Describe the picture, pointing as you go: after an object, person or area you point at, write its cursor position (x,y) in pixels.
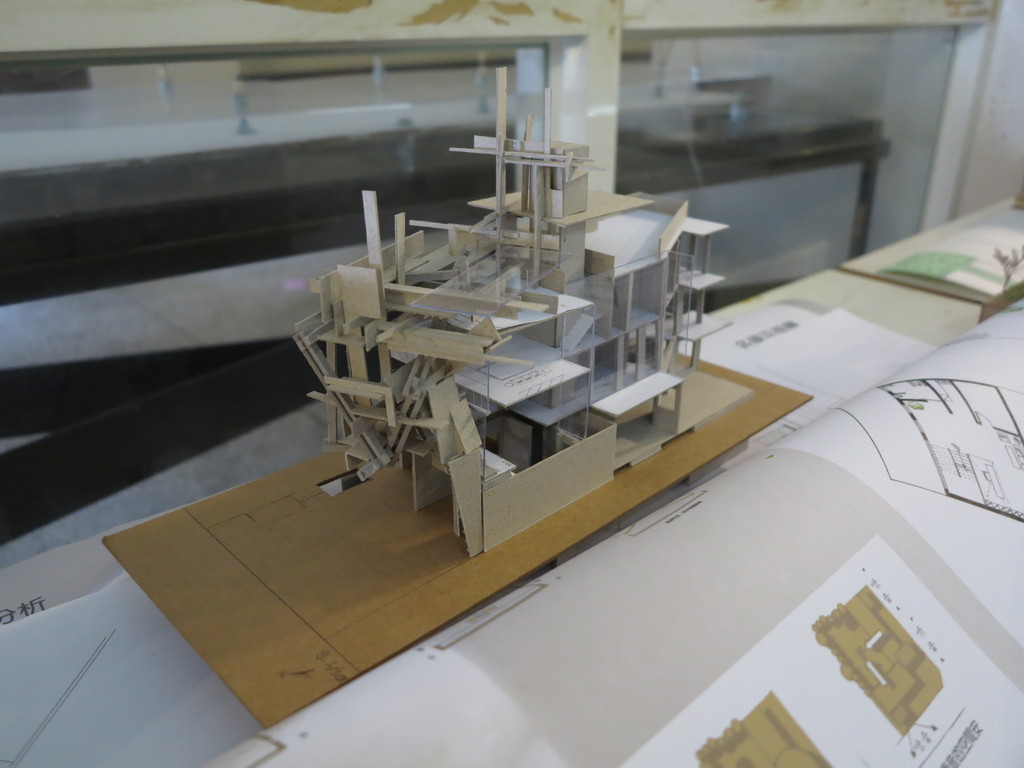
In this image we can see the table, on the table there are papers (766,501) and wooden board (395,532), on that we can see the building (545,370) which made by an object (541,249). At the back (300,303) we can see the glass (419,81) and the black color object (328,186).
